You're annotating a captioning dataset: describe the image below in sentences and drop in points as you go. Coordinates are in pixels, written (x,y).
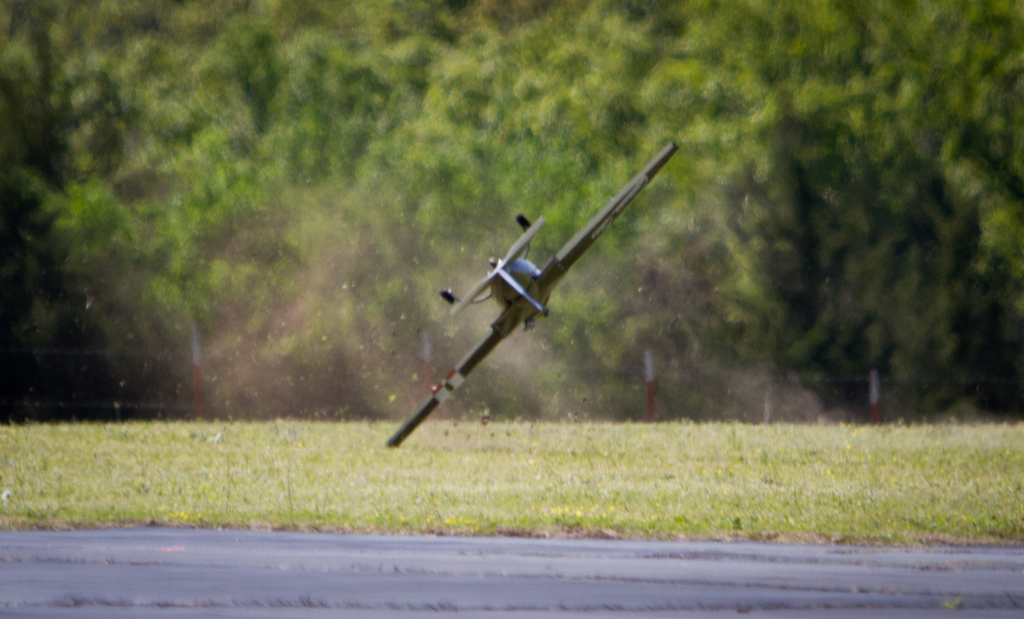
This is an outside view. On the ground (423,507) I can see the grass (349,480). At the bottom (245,590) there is a road (245,590). In the middle of the image (608,220) there is an aircraft (483,301). In the background (327,120) there are many trees (317,117).
